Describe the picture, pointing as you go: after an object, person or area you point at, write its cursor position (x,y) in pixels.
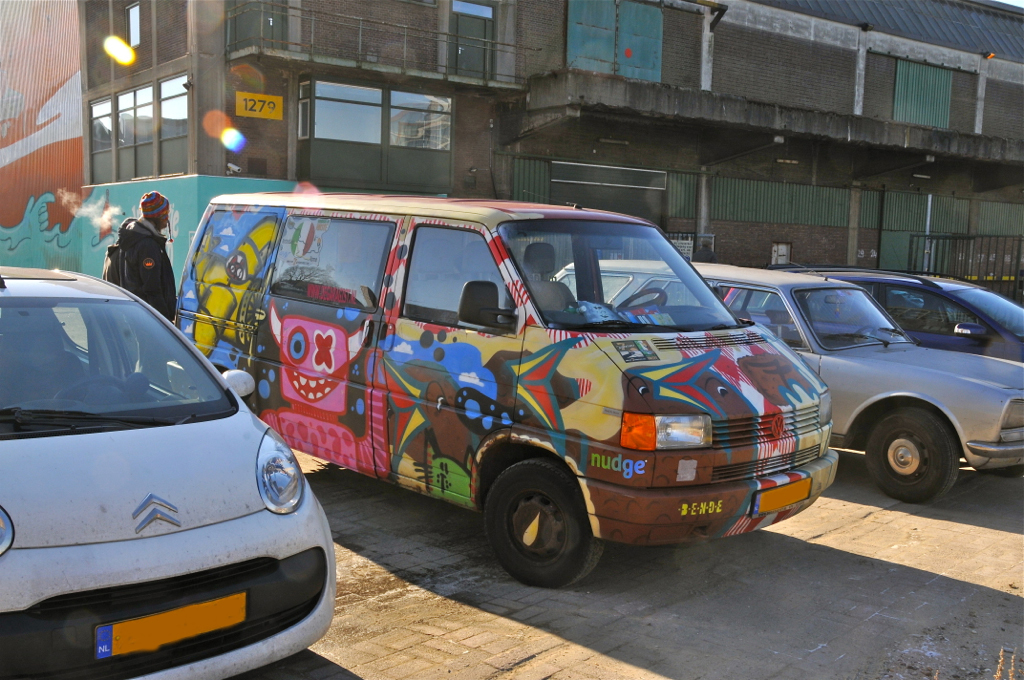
In this image there are vehicles (470,393) on the road (410,606) and on the left side (164,280) a man (138,289) is standing at the vehicle (128,408). In the background (593,188) there is a building (636,177), fences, windows (136,165), roof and on the left side (75,183) there are paintings (51,174) on the wall (11,202).
